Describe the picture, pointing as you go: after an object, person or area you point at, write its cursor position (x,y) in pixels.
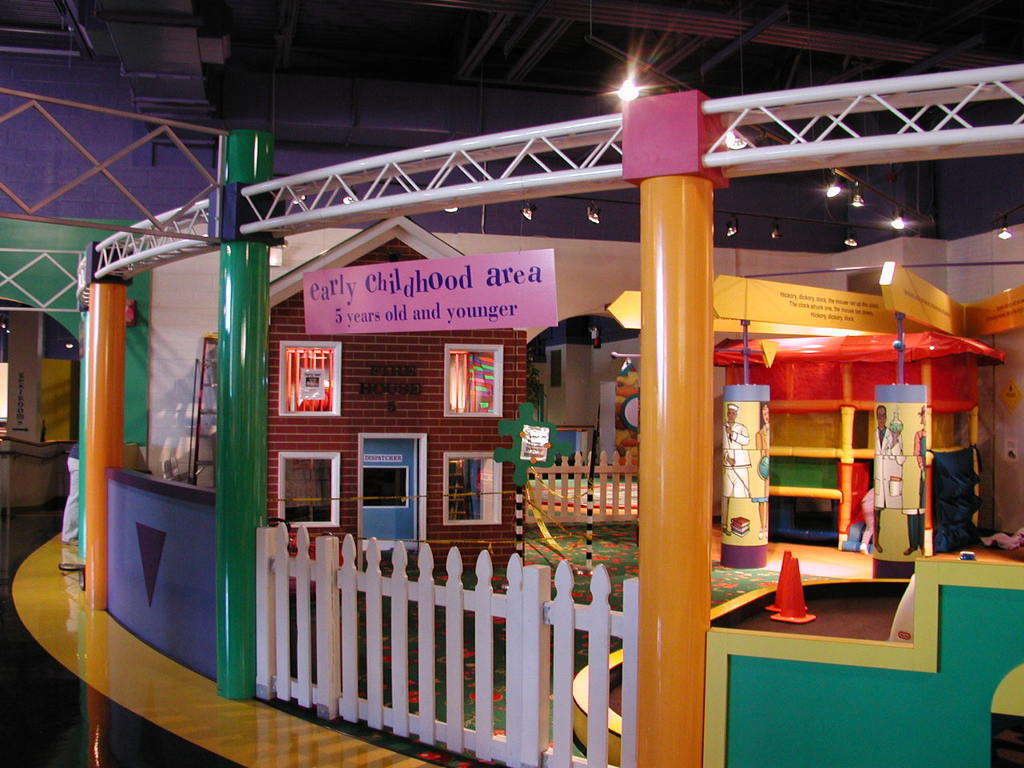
The picture consists of child play area (403,375). In this picture there are pillars (668,659), gate (429,719), frames (337,402) and other objects (418,420). At the top (648,86) there are lights (623,88) and ceiling (759,70). On the left (75,487) there is a person (73,515) and there are pillar (17,373), window (4,391) and a light (70,347).
